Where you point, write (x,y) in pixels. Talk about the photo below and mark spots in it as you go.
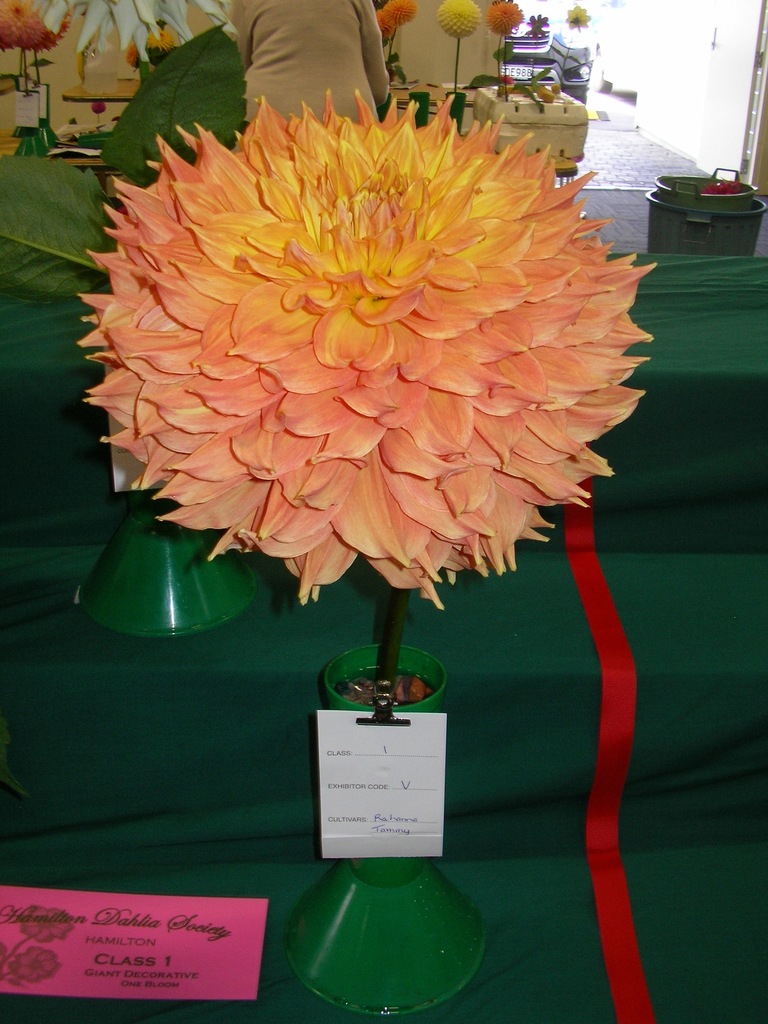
In the foreground (367,244) I can see a flower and a card (403,844) on the steps (480,767). In the background (699,229) I can see tubs (734,221), flower pots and a person (244,42). This image is taken at a flower show.
